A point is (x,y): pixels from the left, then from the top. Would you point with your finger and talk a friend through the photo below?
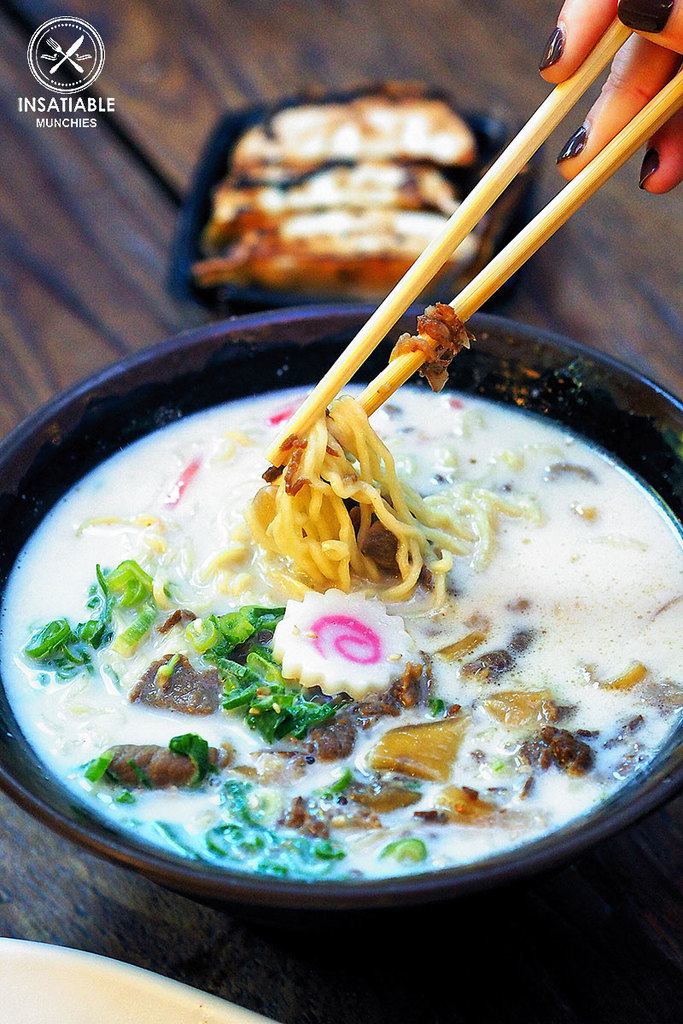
We can see bowl (284,359), food (317,481), plate (54,1023) on the table (328,45) and we can see sticks (484,284) hold with hands (567,171).
